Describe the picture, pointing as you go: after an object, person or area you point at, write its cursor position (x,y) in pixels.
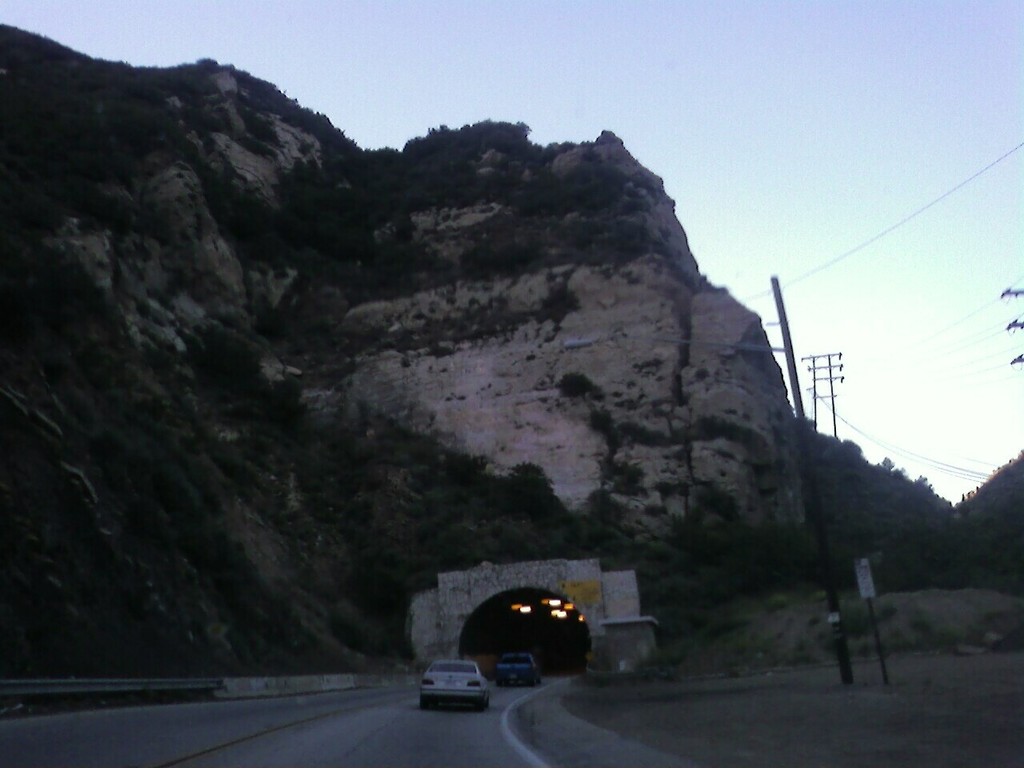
In the picture we can see the road (406,730) with some cars (430,693) going through the tunnel way (431,598) and in it we can see some lights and on the top of it we can see the huge hill (569,368) with some plants (775,541) on it and beside it we can see a pole (788,349) with wires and in the background (781,354) we can see the sky (733,16).
